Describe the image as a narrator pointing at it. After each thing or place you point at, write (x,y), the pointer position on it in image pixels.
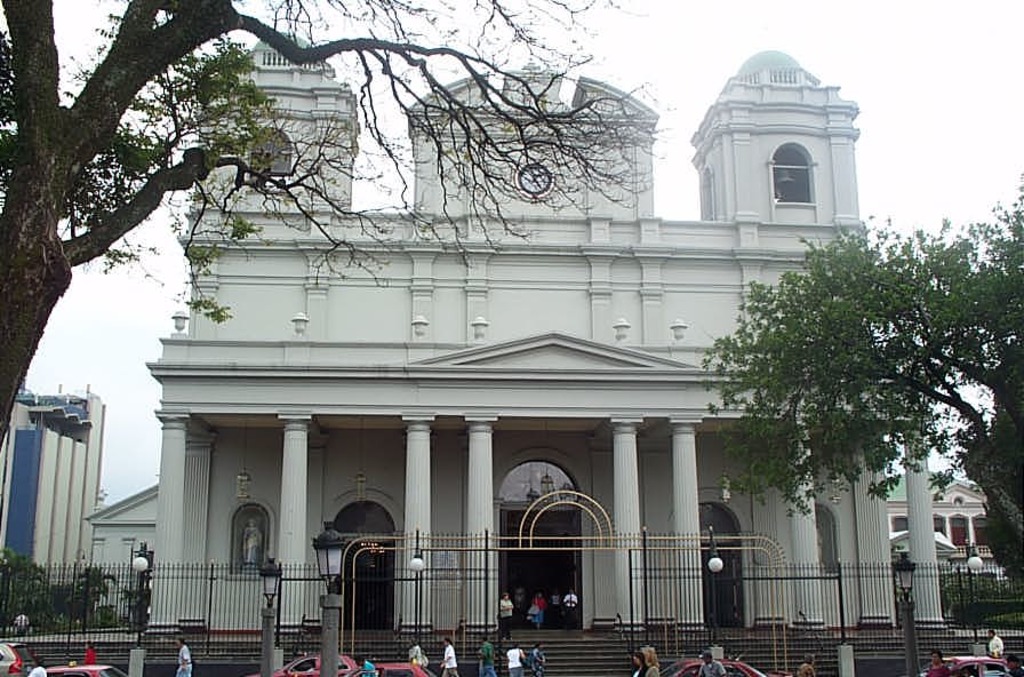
In this picture we can see a white color building (462,310) with big pillar (482,458) in the front (478,622). Above we can see clock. In the front (253,597) bottom side we can see black color fencing grill (625,569) and some steps (564,640).
